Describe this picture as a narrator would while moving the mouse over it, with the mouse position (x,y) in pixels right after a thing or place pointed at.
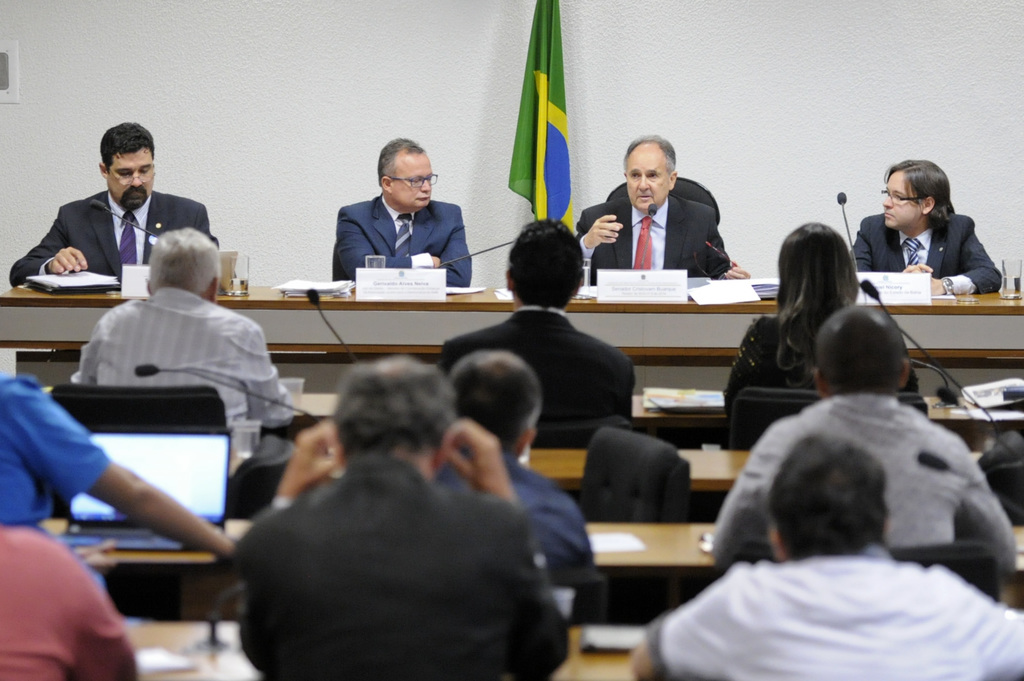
In this image I see lot of persons (338,593) sitting on the chairs (1022,525) and there are lot of things (243,264) on the table (639,340). In the background (29,7) I see the wall (29,27) and the flag (538,126).
